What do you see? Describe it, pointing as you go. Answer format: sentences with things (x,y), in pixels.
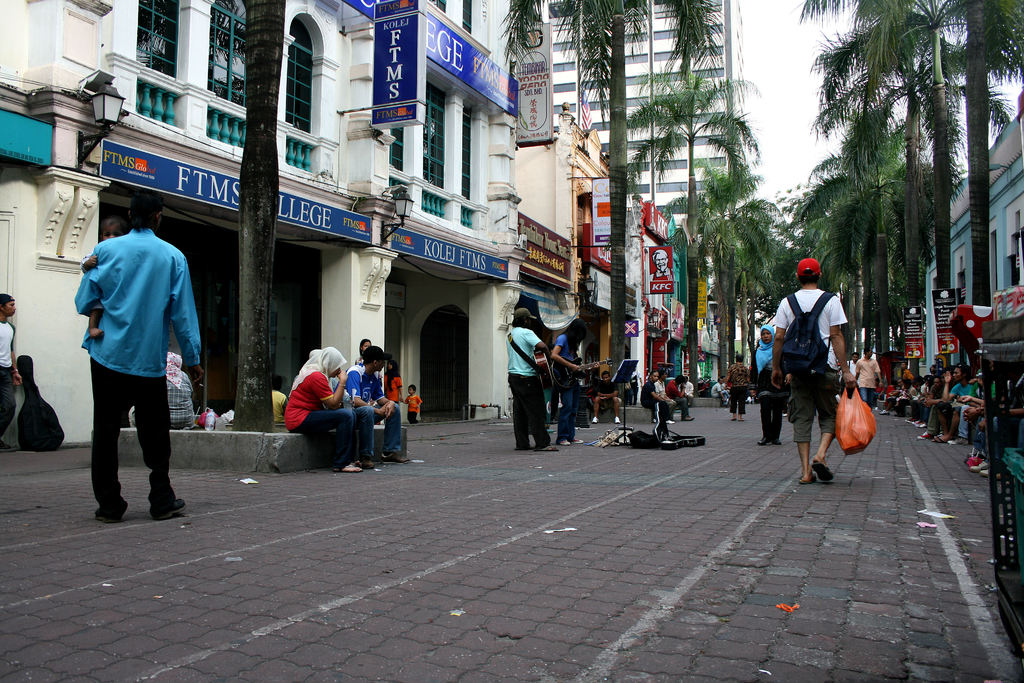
In this image, we can see some people (972,416) sitting and there are some people (739,415) walking, there are some trees (955,137), we can see some buildings (728,35), there is a sky (764,93).
